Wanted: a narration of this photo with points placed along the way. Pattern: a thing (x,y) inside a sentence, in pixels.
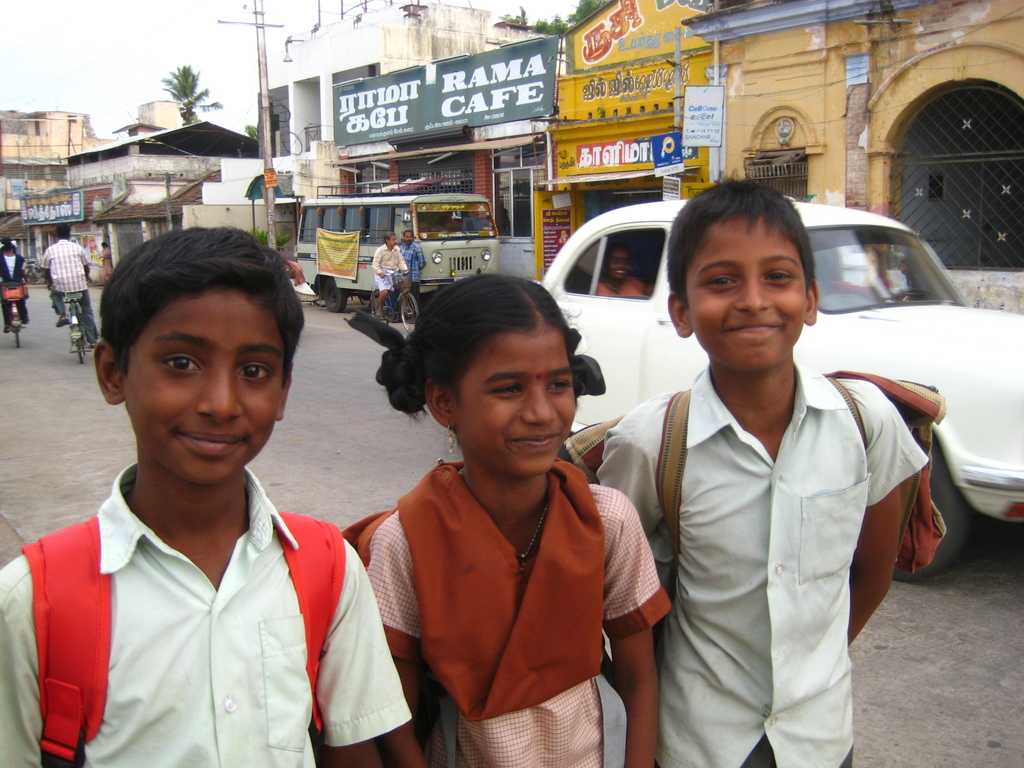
In this image in the front (593,551) there are persons (446,590) standing and smiling. In the center (634,308) there is a car (873,325) and in the car (900,329) there is a woman (628,284) sitting and smiling. In the background (253,215) there are buildings (88,161), there are persons (61,242) riding bicycle (391,311) and there is a man (415,259) standing and there is a van (331,225) and there are boards (427,124) on the building (104,179) with some text (463,122) written on it, there is a pole (265,124) and there are trees (193,102) and the sky (88,69) is cloudy.
